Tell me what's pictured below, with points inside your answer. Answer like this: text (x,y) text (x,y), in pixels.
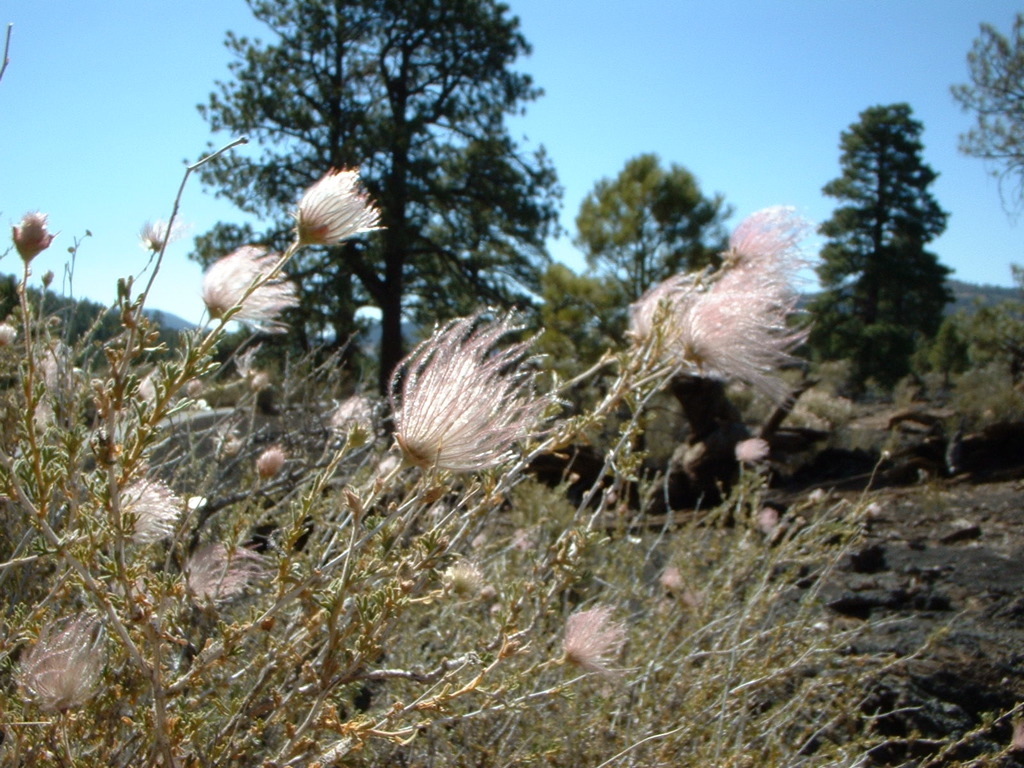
In this image we can see plants (471,468) with flowers (451,442). In the background (224,75) there are trees (292,39), mountains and sky (595,88).
